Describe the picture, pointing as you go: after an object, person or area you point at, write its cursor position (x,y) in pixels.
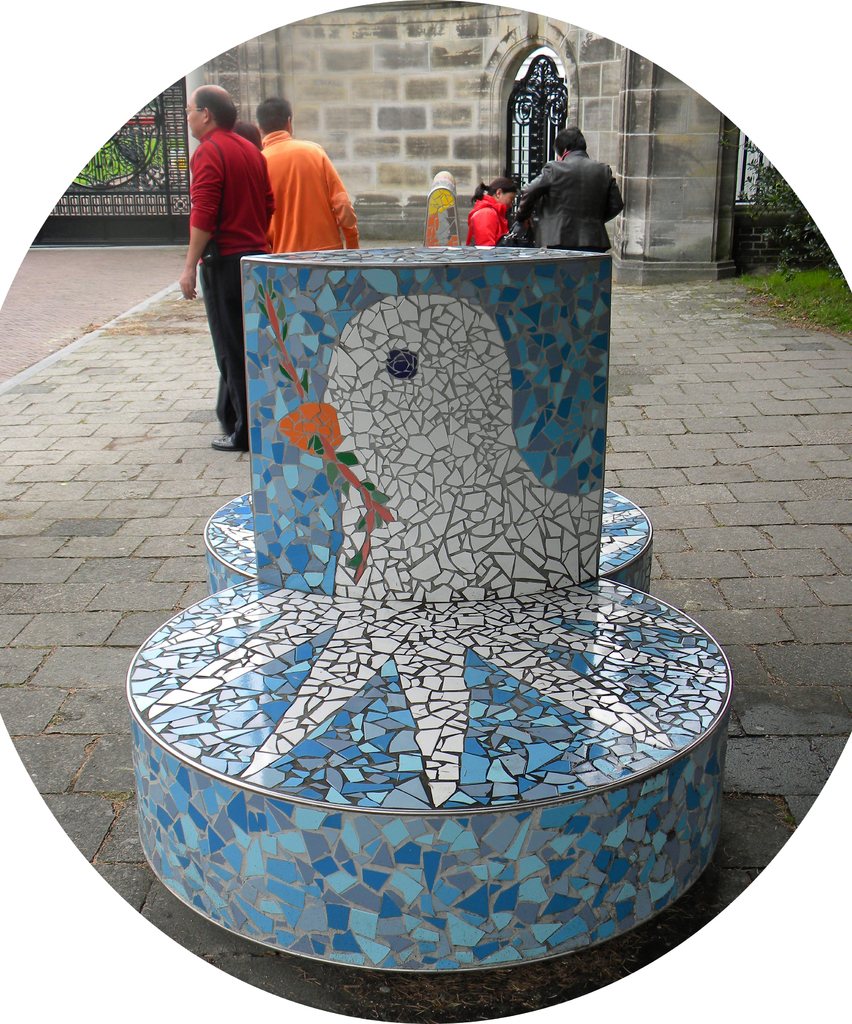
In this image in the foreground (300,451) there is a wall (303,510) and on the wall (369,467) there is some art (334,317), in the background (242,210) there are some people (272,194) who are standing and there are some gates (524,112) and wall (616,123) and some plants (800,269). At the bottom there is footpath (682,403).
